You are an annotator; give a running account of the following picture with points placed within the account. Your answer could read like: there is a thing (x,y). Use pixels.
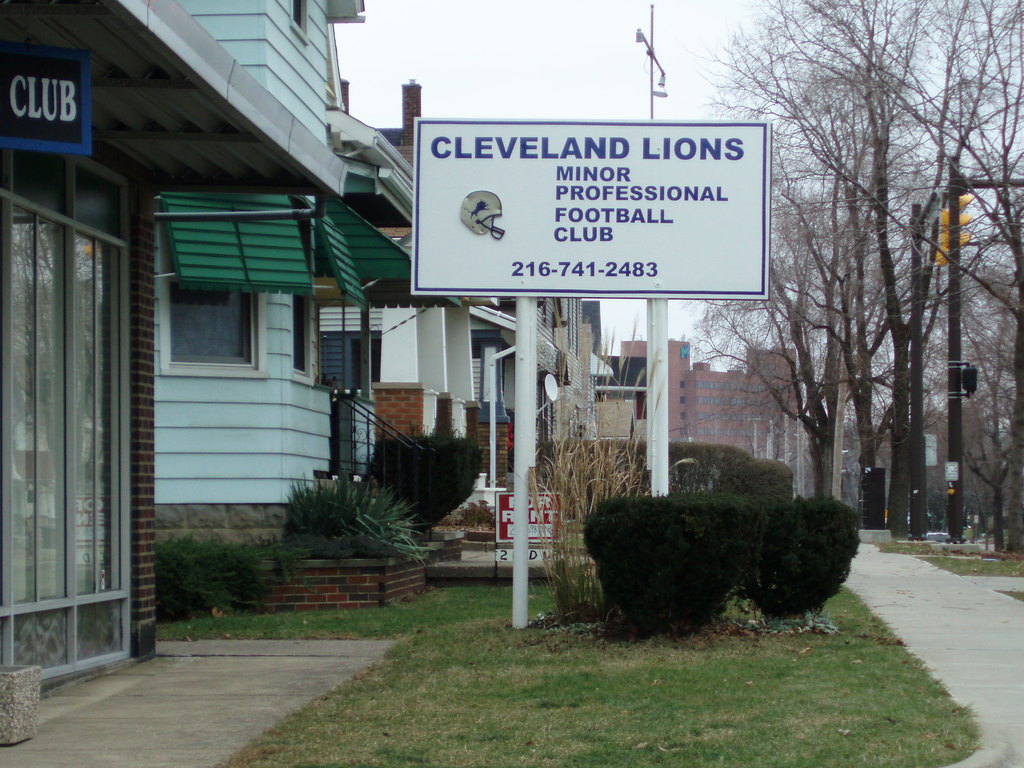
In this picture there are buildings (183,452) on the left side of the image (141,480). In the foreground (666,305) there is a board (519,199) on the pole (518,377) and there is a text (508,159) on the board (508,159). On the right side of the image (784,179) there are trees (1000,464) and poles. At top (490,85) there is sky (472,52). At the bottom (584,714) there is grass (720,710) and there are plants (669,556).
